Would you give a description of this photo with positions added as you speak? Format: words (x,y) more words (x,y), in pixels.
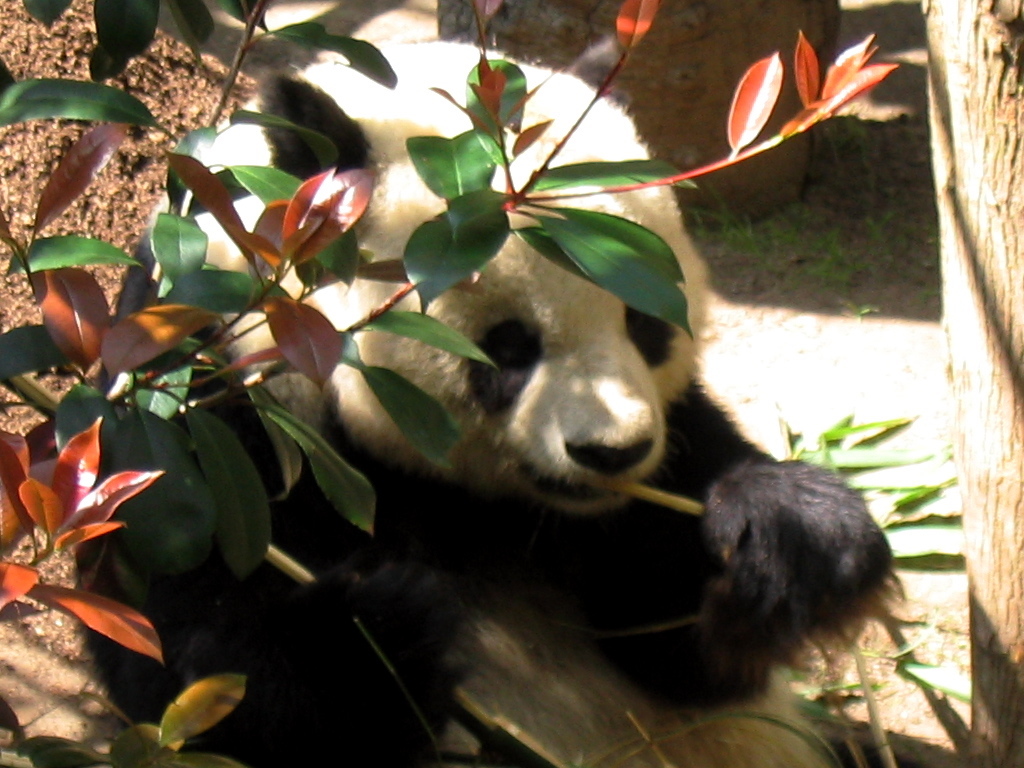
In the center of the image (562,415) we can see a panda (562,460) and there are trees (338,189).
